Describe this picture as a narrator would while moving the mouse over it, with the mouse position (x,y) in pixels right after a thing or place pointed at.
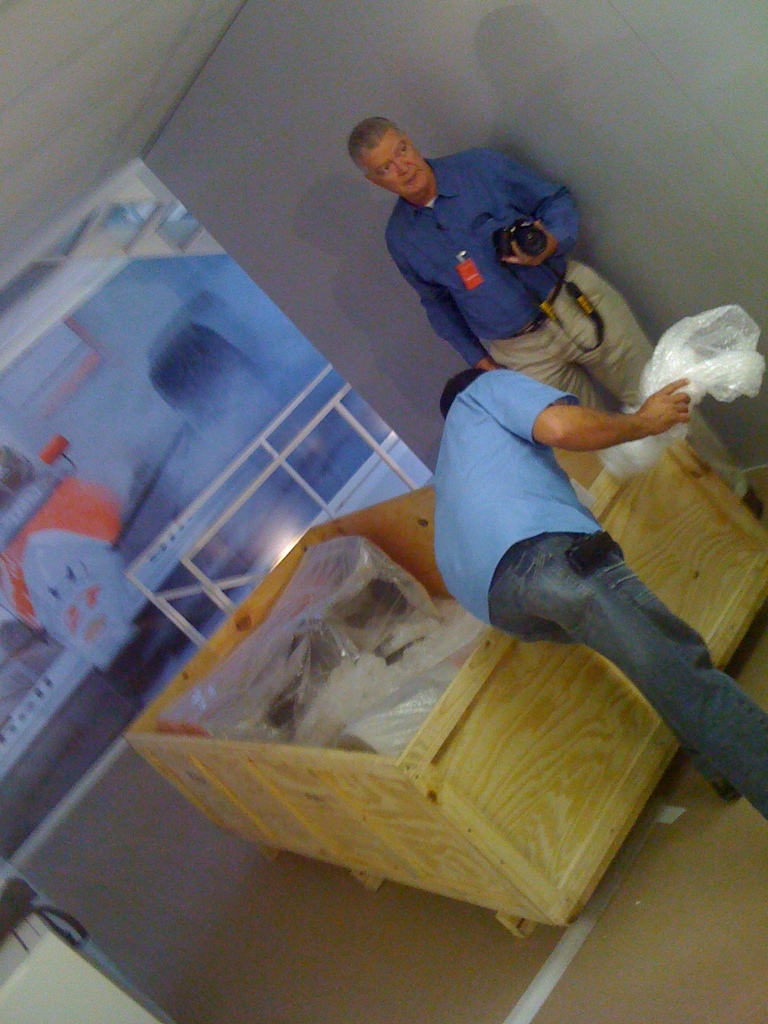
In this picture, we see the man (571,343) in the blue shirt (513,291) is standing. He is holding the camera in his hand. Beside him, we see the wooden box (412,753) in which some objects (345,584) and plastic covers (369,624) are placed. Beside that, we see a man (475,390) in the blue T-shirt (491,509) is holding the plastic cover (661,369). In the left bottom (72,958), we see a white table (89,968) on which a black color object (5,900) is placed. In the background (277,469), we see the railing (258,560) and a white wall (347,199). We even see the painting (125,337) on the wall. In the left top (51,62), we see the roof (85,125) of the room (106,125).
